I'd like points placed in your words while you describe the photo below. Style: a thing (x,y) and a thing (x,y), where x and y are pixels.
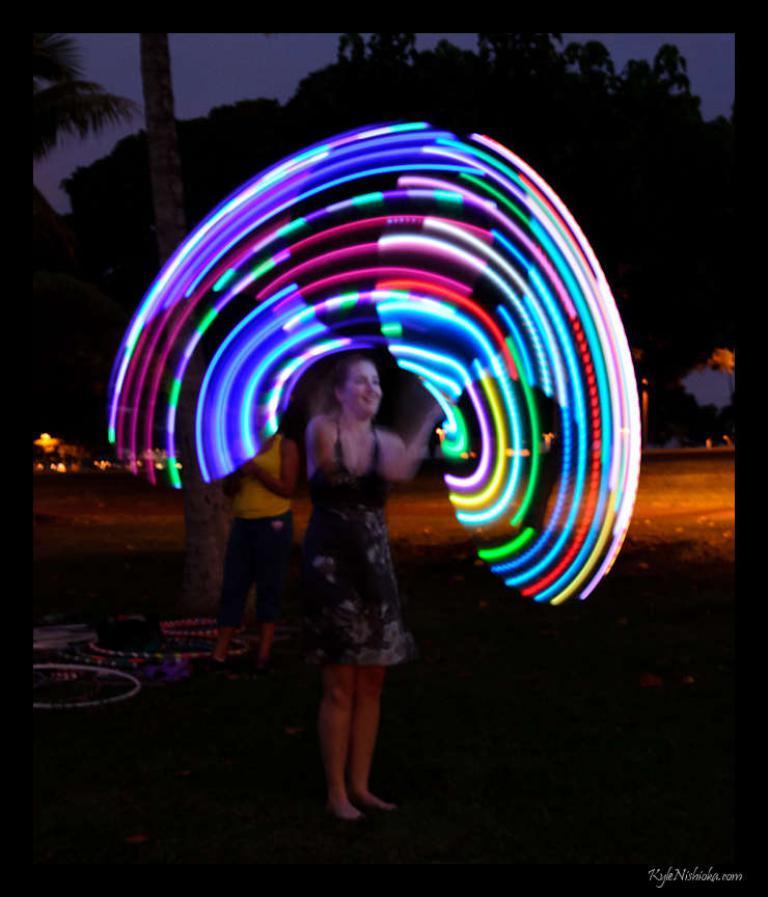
In this image we can see two persons (345,538) and there are few objects (203,656) on the ground (233,758) and a person (374,556) is holding an object (421,313) and there are few trees (203,202) and the sky (214,74) in the background (214,74).
